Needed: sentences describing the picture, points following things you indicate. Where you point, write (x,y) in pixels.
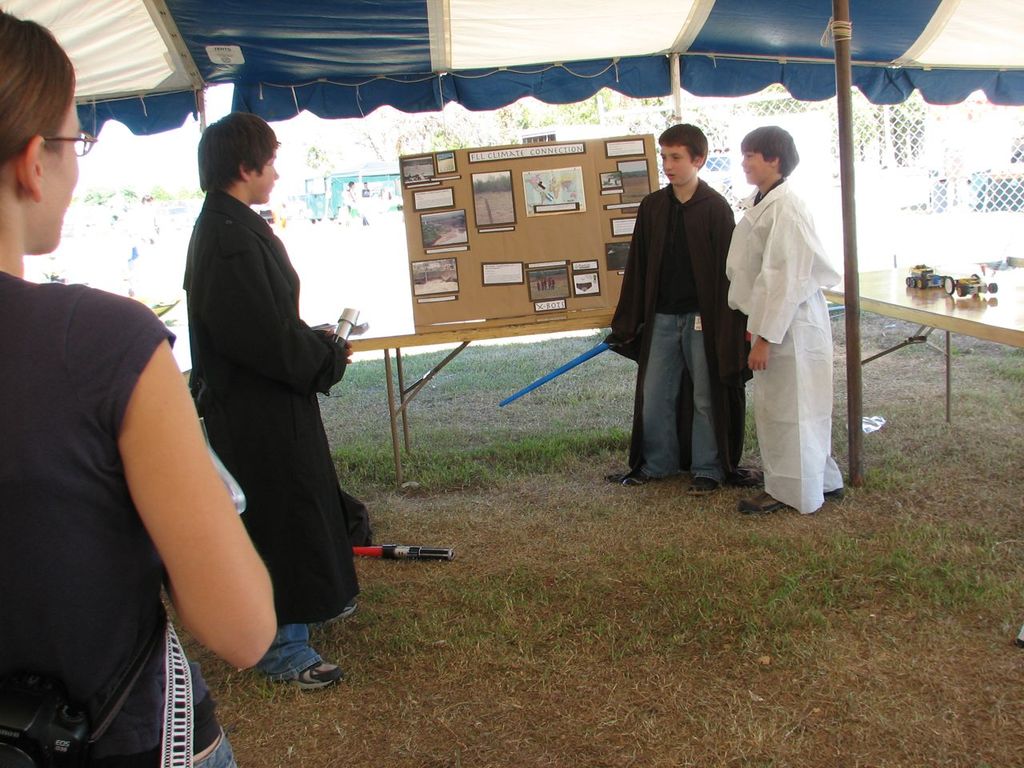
In this image I can see four people (186,442) standing under the tent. I can see these people (256,468) are wearing the white, black and blue color dresses (219,400). To the side of these people (240,396) I can see the board (460,243). To the right (916,282) I can see some objects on the table (927,297). I can see two people (259,454) are holding some objects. In the background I can see few more people (367,222), trees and the railing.
